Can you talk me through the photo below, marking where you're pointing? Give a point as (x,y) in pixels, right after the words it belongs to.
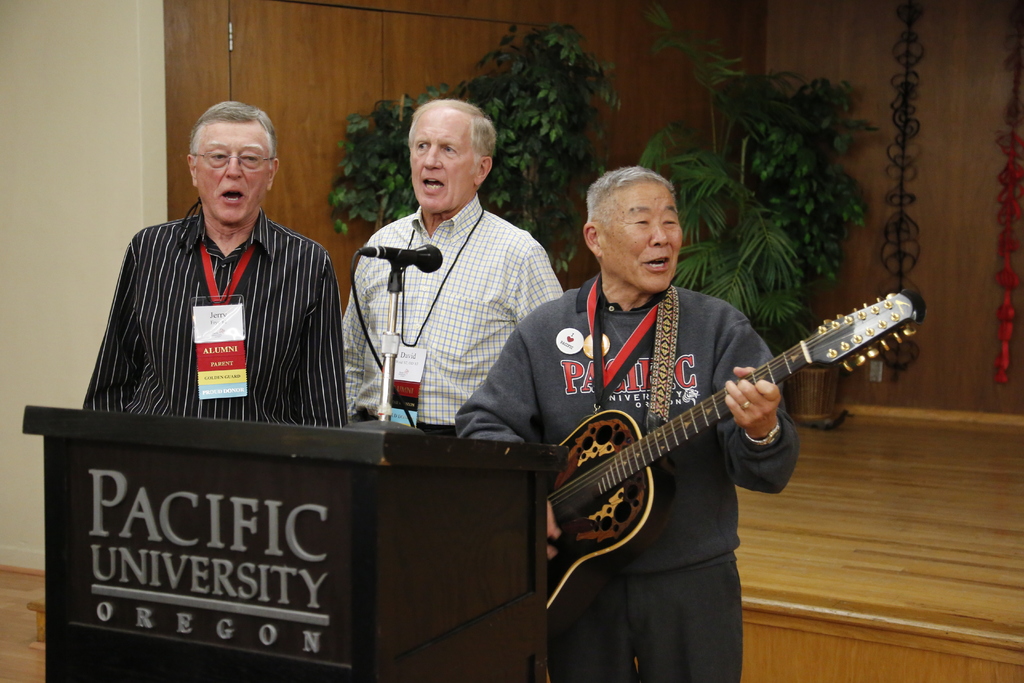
In this picture, there are three people (276,304) standing and singing in front of a podium (276,485) on which we see a microphone (372,250). Man (504,357) who is wearing grey jacket (577,387) is holding guitar (696,406) in his hands (769,424) and playing it. Man (268,263) in black shirt (182,344) is wearing ID card (202,336). Behind them, we see cupboard (450,69) which is brown in color and we even see trees (727,225).
